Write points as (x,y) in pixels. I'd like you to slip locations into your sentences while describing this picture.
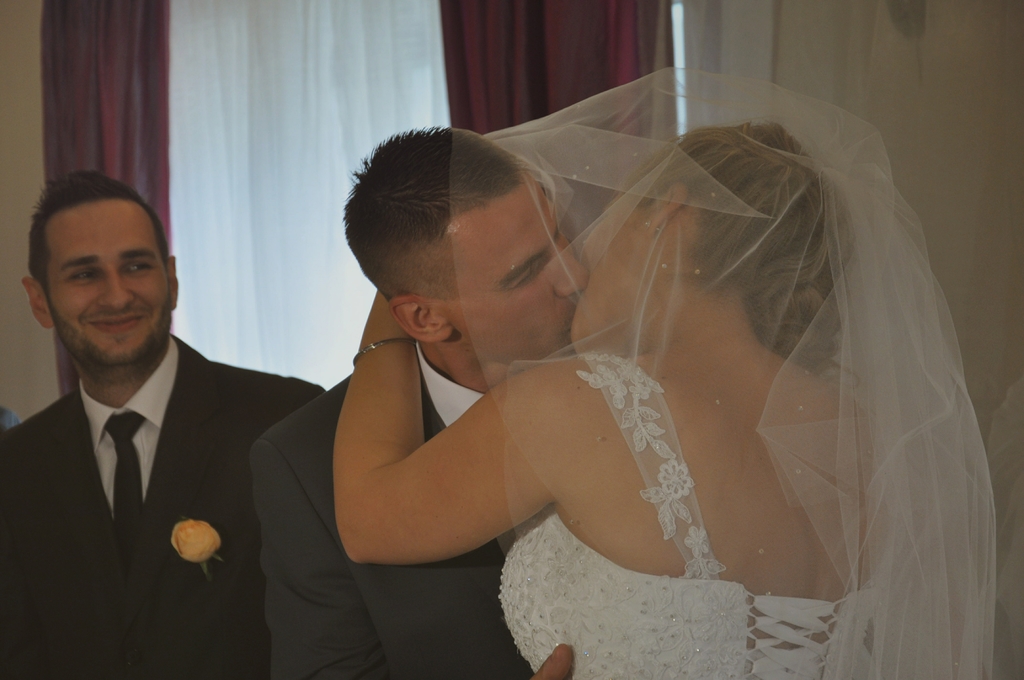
In this picture we can see a man (474,584) and a woman (372,329) kissing and beside them a man (130,244) wore a blazer (52,471), tie (123,506) and smiling and in the background (261,116) we can see curtains (245,103).
